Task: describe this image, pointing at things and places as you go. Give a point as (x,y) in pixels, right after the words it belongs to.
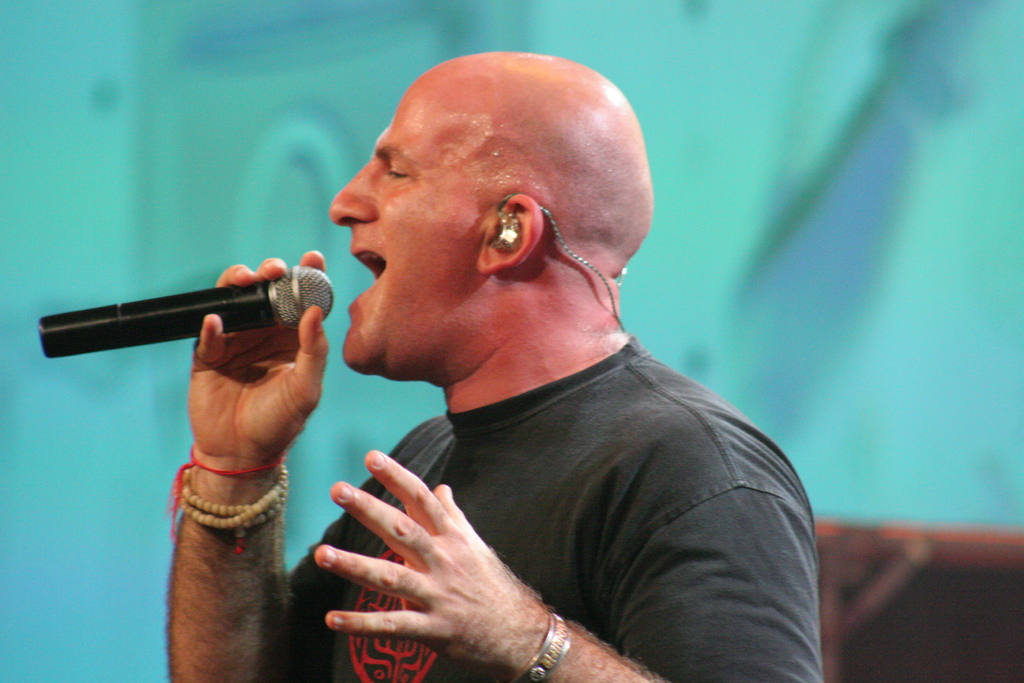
In this picture we can see a man (397,663) holding a mic (227,297) with his hand (284,330) and in the background (907,104) we can see some objects (912,593) and it is blurry.
